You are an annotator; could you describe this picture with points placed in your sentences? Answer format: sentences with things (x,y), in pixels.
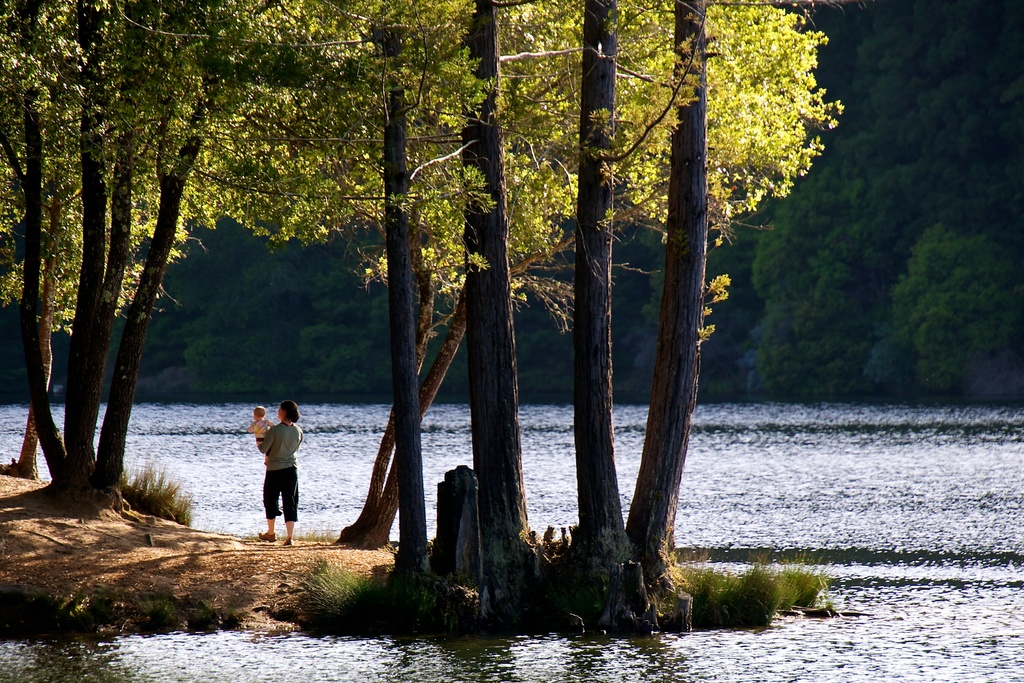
In this image, I can see a person (279,449) carrying a baby (265,432). It looks like a river (777,498). I can see the trees (515,202) with branches (732,98) and leaves (142,233). I think this is the grass (429,607).
